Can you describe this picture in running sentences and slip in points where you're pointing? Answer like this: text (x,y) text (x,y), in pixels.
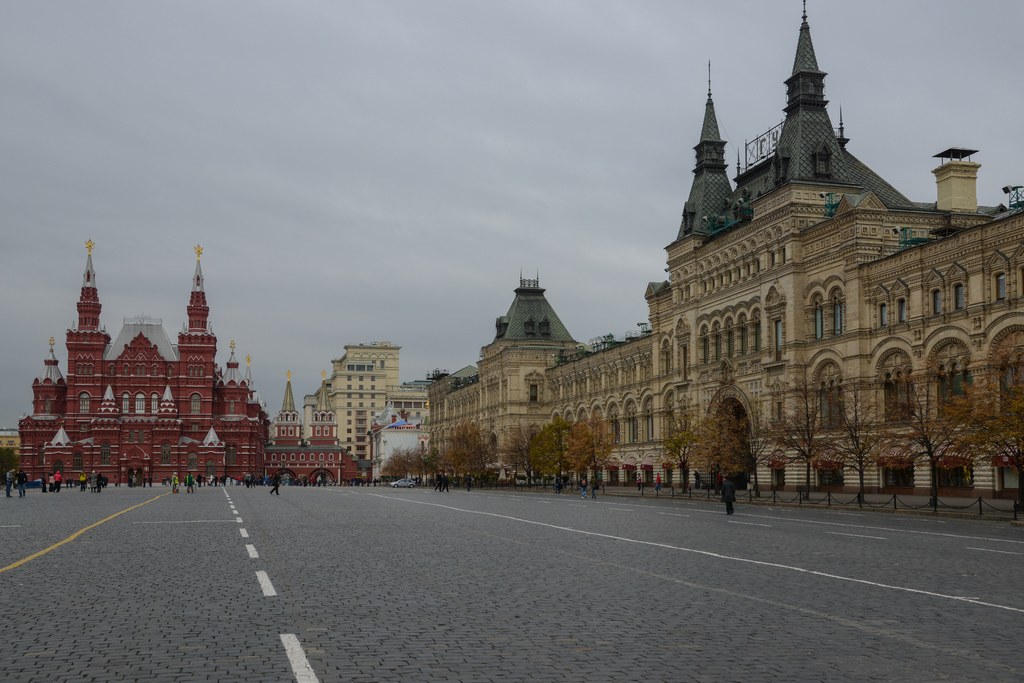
This picture is clicked inside the city (441,584). At the bottom of the picture (383,562), we see the road (644,598). On the right side (879,303), we see buildings (823,372) and trees (594,447). There are people (99,485) who are walking on the road (290,493). On the left side (95,378), we see a building (221,401) in red color. There are trees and buildings (368,386) in the background (338,412). At the top of the picture (379,118), we see the sky (379,118).
